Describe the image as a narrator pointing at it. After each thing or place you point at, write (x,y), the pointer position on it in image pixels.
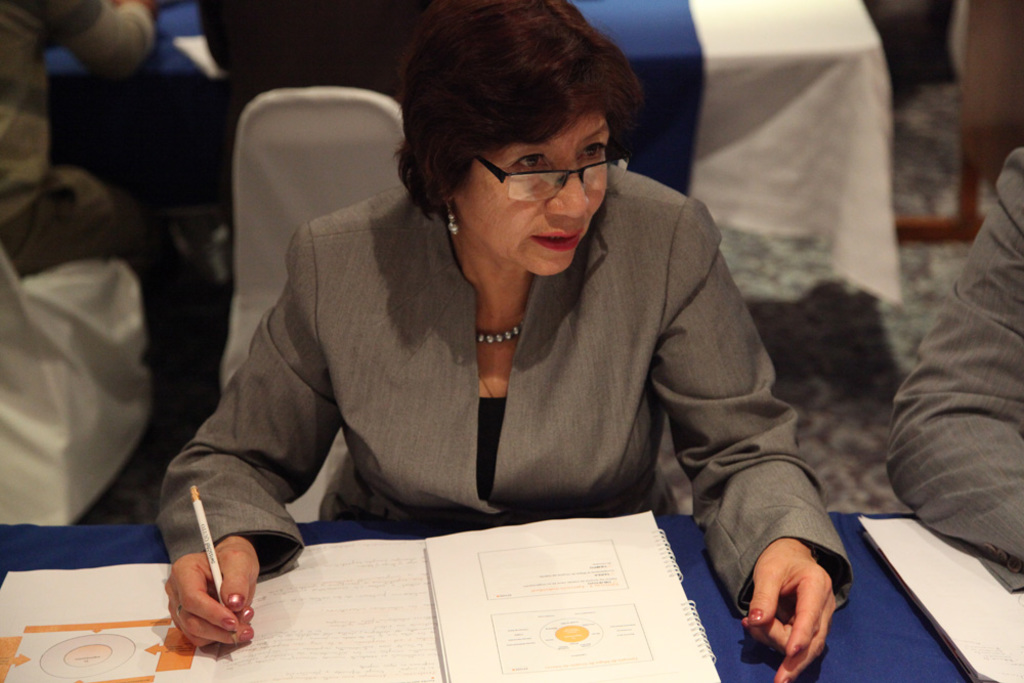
In the foreground of this image (395,328), there is a woman (592,257) sitting in front of a table (732,638) on which there is a book (253,652) and also few more books (229,647) beside it and she is holding a pencil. On the right (989,372), it seems like a person (969,368) and a book (987,625) on the table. At the top (718,43), there is a table (659,17) and two people (253,18) sitting on the chairs (305,157) near it.
